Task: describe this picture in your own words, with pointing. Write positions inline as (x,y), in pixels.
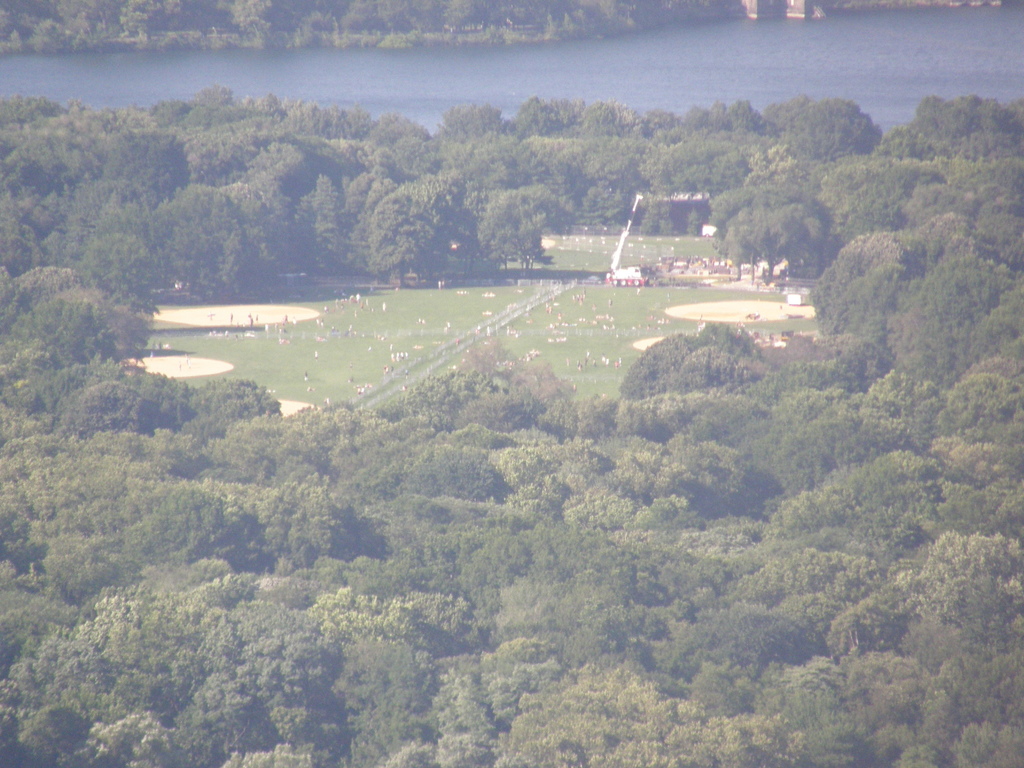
In this image there are trees (467,436) and in the center (393,336) there is grass (396,331) on the ground (445,324). There is an object (627,273) which is white and red in colour. In the background (646,83) there is water (718,74) and there are trees (588,28) and there is a wall (790,4).
